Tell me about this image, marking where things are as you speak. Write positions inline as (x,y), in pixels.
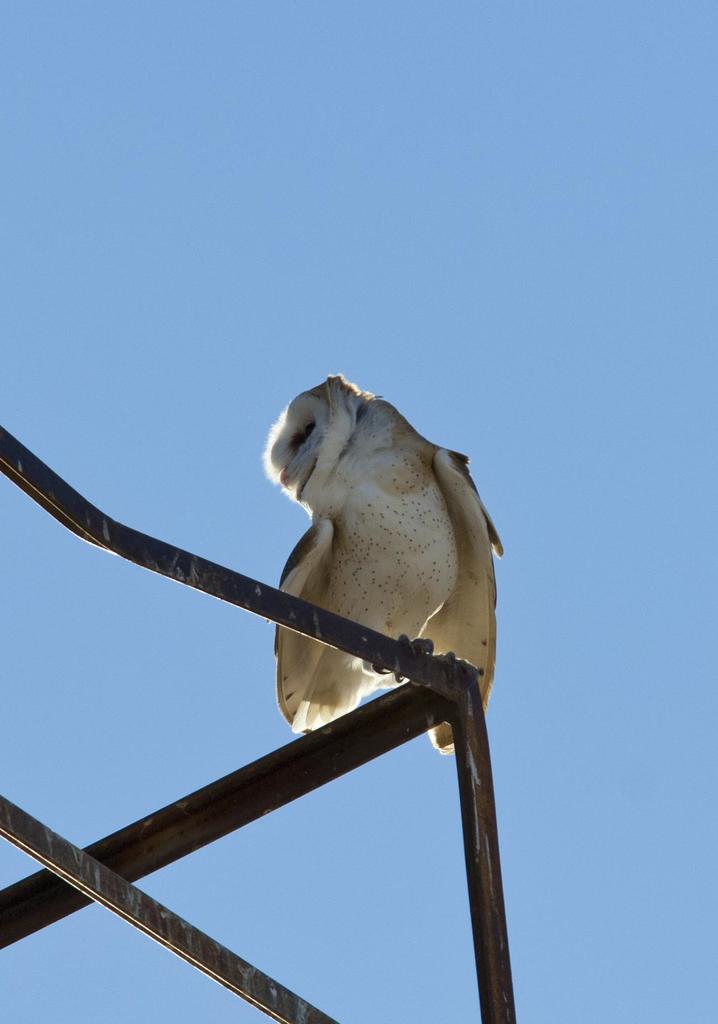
This picture shows a bird (406,638) on the metal fence (428,685) it is white and brown in color and we see a blue sky (393,201).
